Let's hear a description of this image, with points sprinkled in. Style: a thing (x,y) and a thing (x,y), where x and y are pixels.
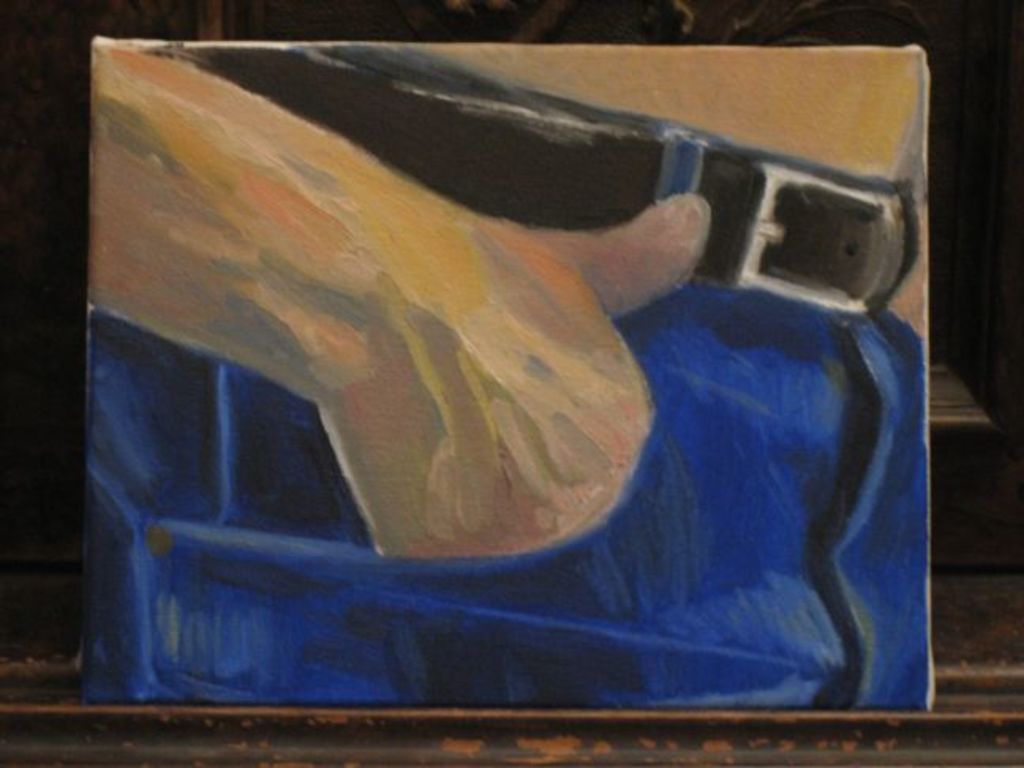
In this image there is a painting (223,515) of some person's hand (506,405) in his pocket (596,542) and the painting (390,692) is placed on the wooden surface (920,723). Belt (788,233) is also visible in the painting (791,433).
